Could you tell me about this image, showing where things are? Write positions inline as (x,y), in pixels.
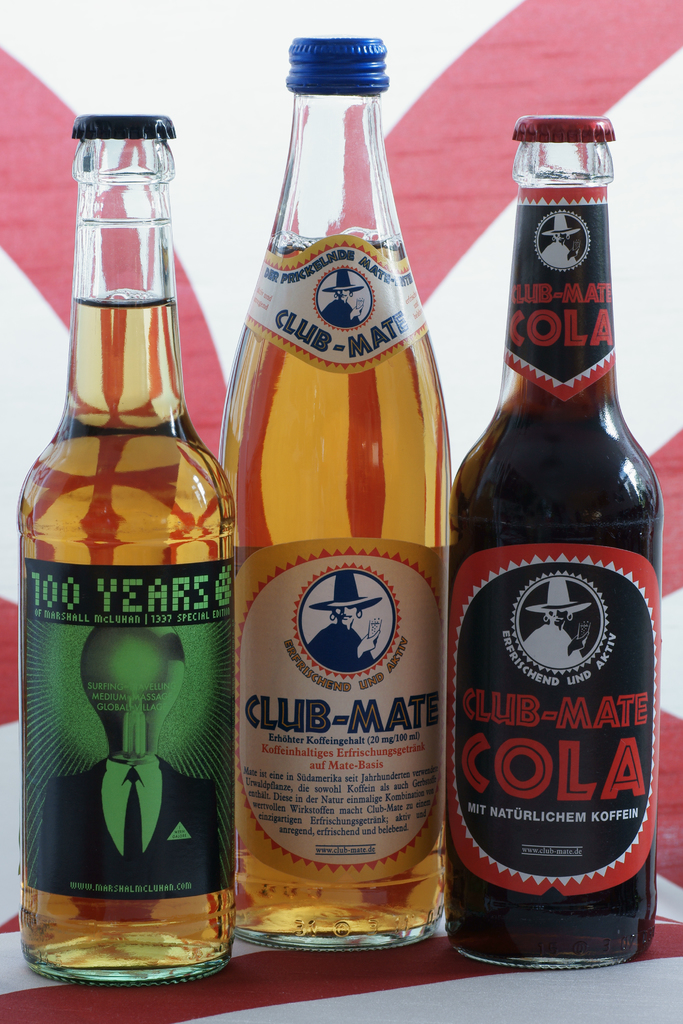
In this image there are three bottles (103,394) are there and that bottles (384,469) are filled with drink (524,502).
